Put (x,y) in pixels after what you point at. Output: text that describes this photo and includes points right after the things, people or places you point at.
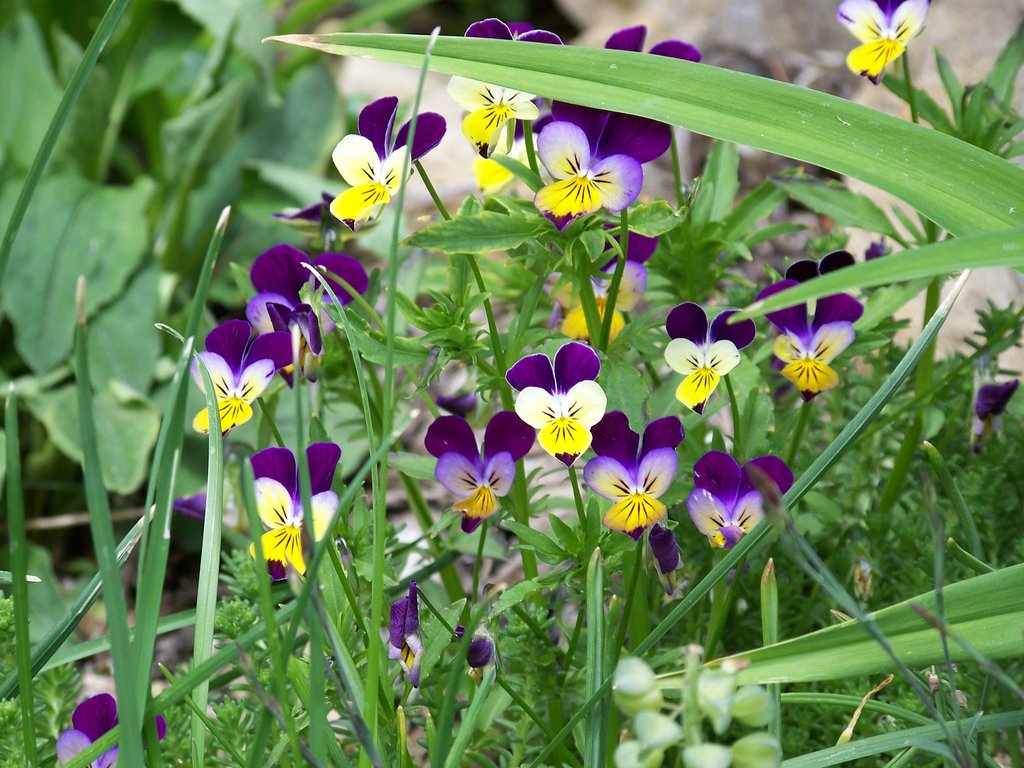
In this image, we can see some plants (627,433) with flowers (639,535).
